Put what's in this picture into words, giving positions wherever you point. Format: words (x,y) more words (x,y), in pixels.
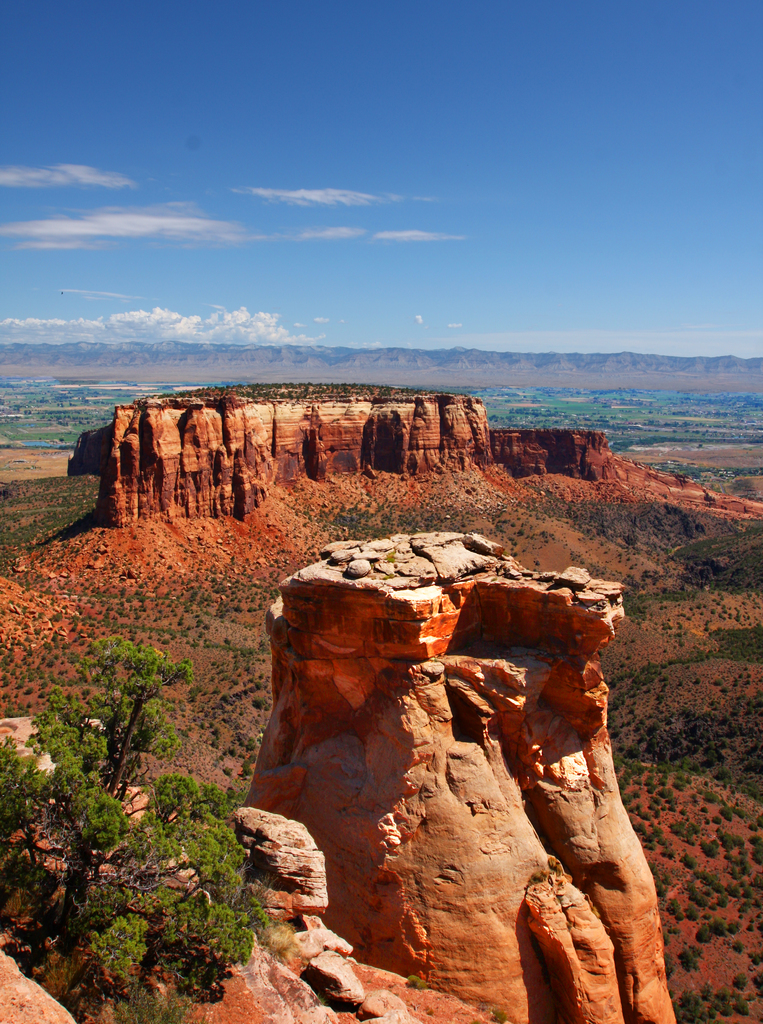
In this image, we can see mountain cliffs (415,716), tree (1,830). Background (762,371) we can see mountain (377,355). Top of the image (376,247), we can see the sky (289,190).
